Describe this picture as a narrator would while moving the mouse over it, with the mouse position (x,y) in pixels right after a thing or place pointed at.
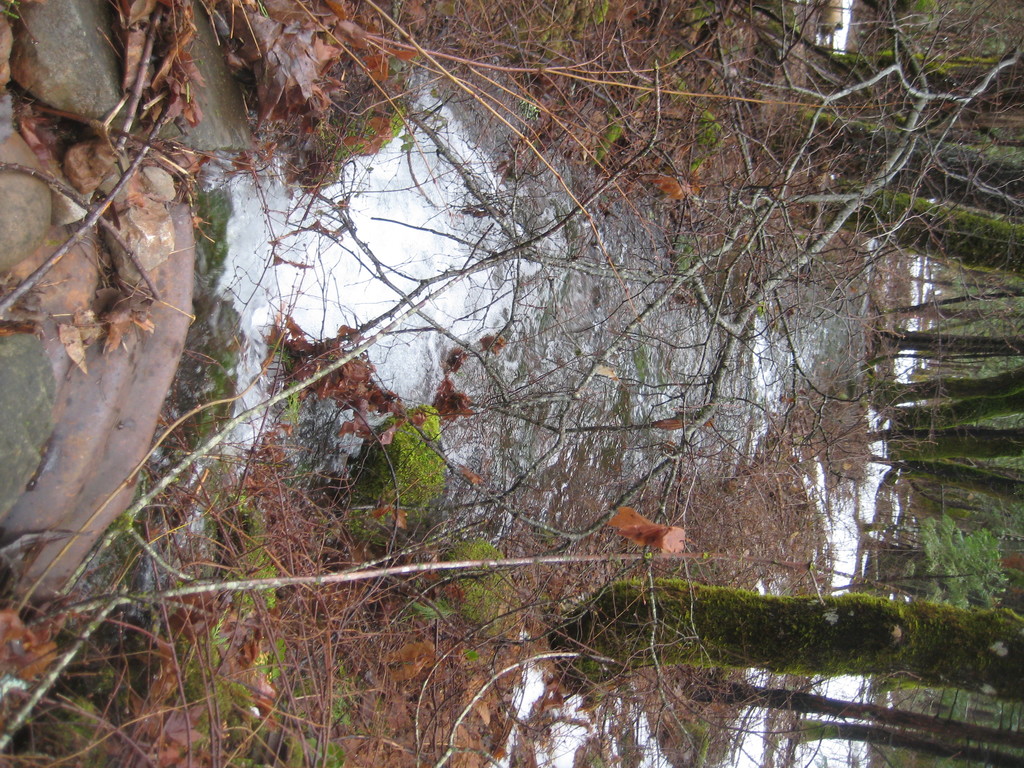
In this image we can see trees (949,611), shredded leaves (373,657), rocks (202,130) and water (180,371).
